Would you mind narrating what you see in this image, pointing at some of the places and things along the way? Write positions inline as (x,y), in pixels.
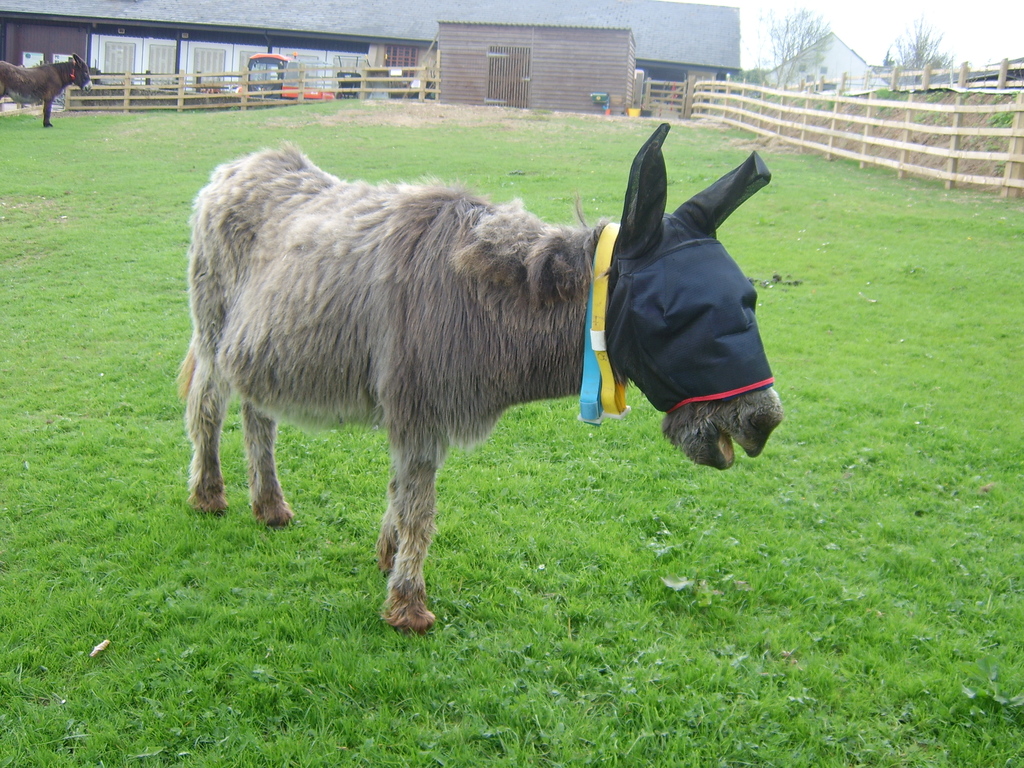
In this picture I can see a donkey (450,310) in the middle (415,276), in the background (135,53) they look like the wooden houses (598,82) and there are trees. On the left side (80,67) there is another donkey (59,75), on the right side (694,82) I can see the wooden fence (846,138). At the top (958,34) there is the sky (860,17).
